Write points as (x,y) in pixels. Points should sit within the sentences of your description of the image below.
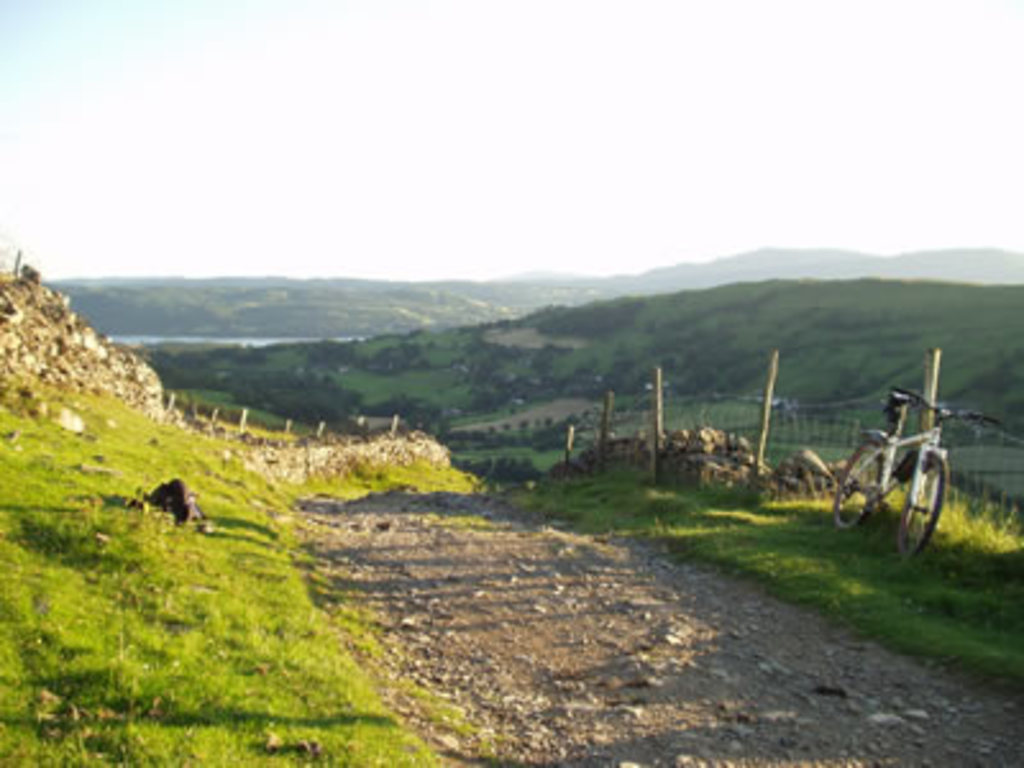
In the foreground of this image (546,591), there is a path (622,641) and on right side (864,544), there is a grass (904,586), cycle (903,480), railing (782,448), the mountains (852,339) and the sky (943,210). On left (123,462), there are grass (74,445), brick wall (74,338) and water (189,341), mountains (254,286) and the sky (279,163).
